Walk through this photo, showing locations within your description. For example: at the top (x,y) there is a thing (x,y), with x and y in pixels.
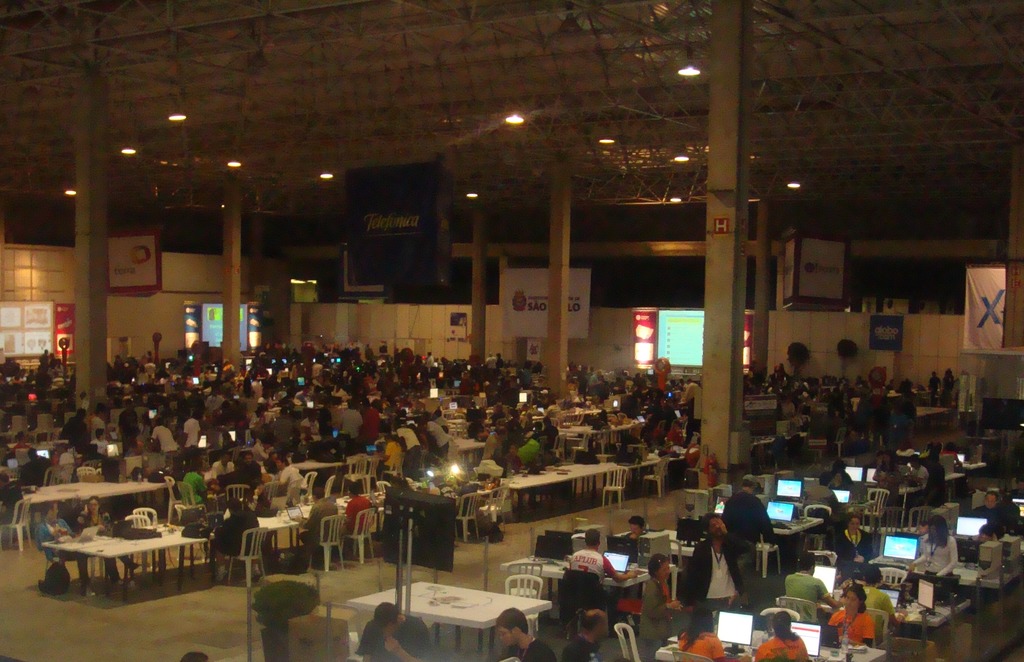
In this image, we can see a crowd (546,385) in between pillars (705,388). There are some persons (292,482) sitting on chairs (829,609) in front of tables (571,477). There are some laptops (828,572) on tables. There are banners (892,321) and lights (511,120) in the middle of the image (432,222).
